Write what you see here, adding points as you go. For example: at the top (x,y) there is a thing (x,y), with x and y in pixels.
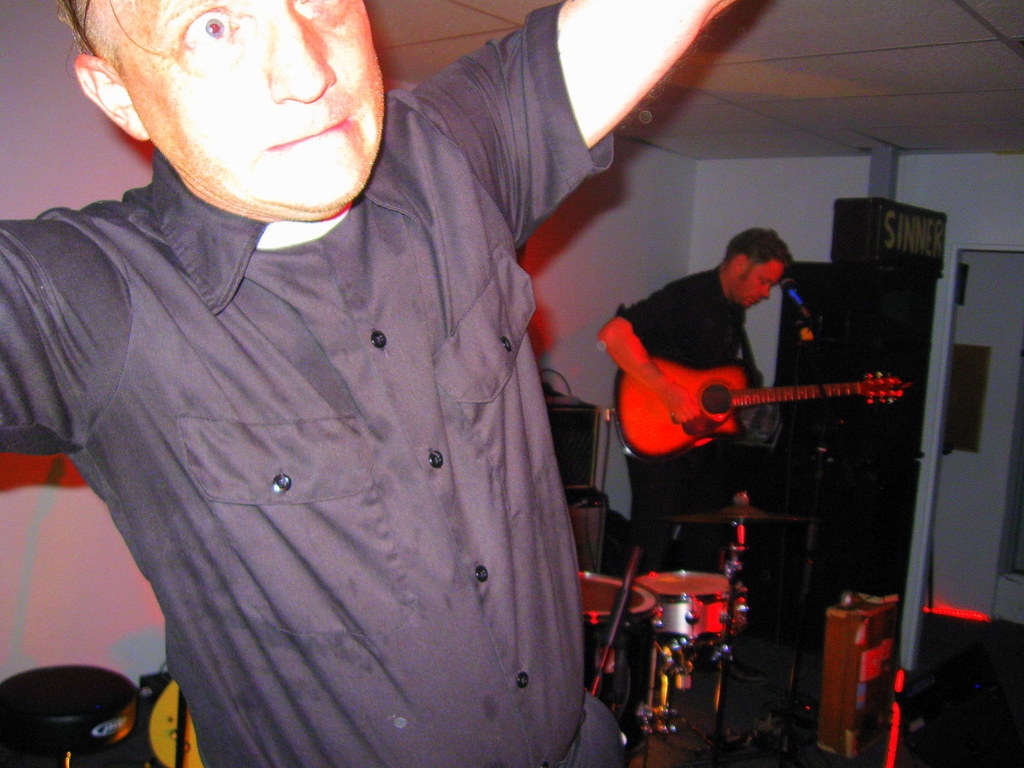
There is a man (414,147) standing in the center (451,465). There is another man (760,230) standing on the right side (709,528). He is holding a guitar (892,376) in his hand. This is a microphone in front this man (756,302).
